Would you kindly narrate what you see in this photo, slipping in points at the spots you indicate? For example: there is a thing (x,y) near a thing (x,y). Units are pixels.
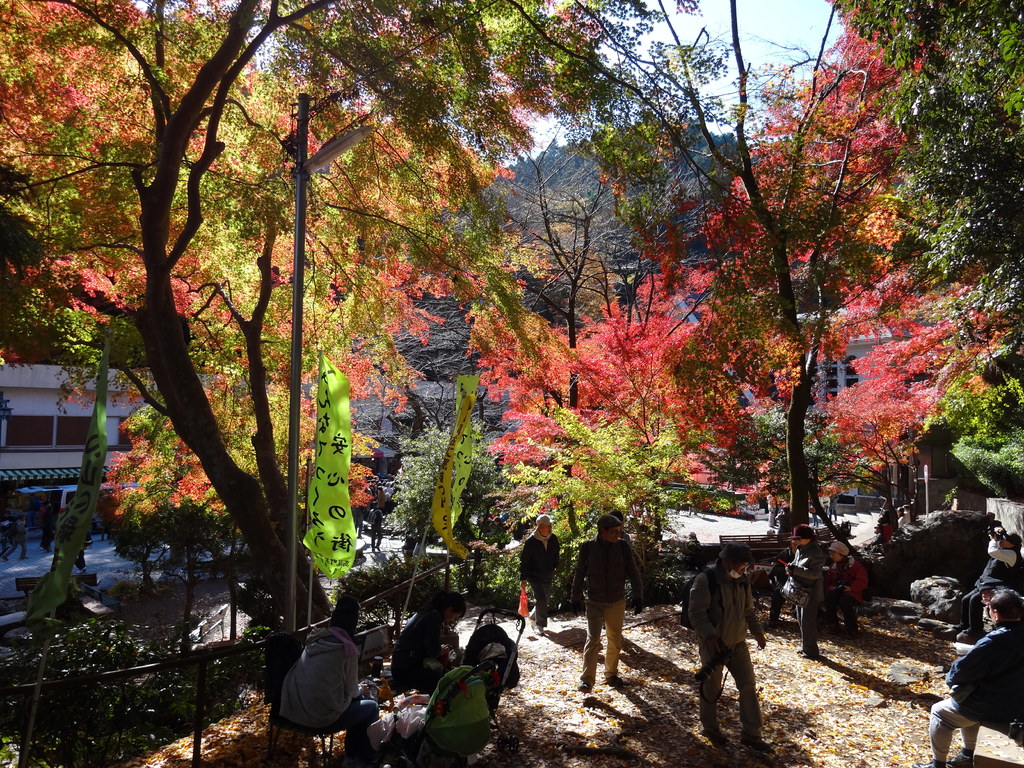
Here we can see some persons (1023,715) and there are stones (910,565), chairs (773,539), poles (308,502), and flags (459,451). In the background (575,456) we can see trees (617,419), buildings (824,380), plants (660,589), and sky (750,75).
